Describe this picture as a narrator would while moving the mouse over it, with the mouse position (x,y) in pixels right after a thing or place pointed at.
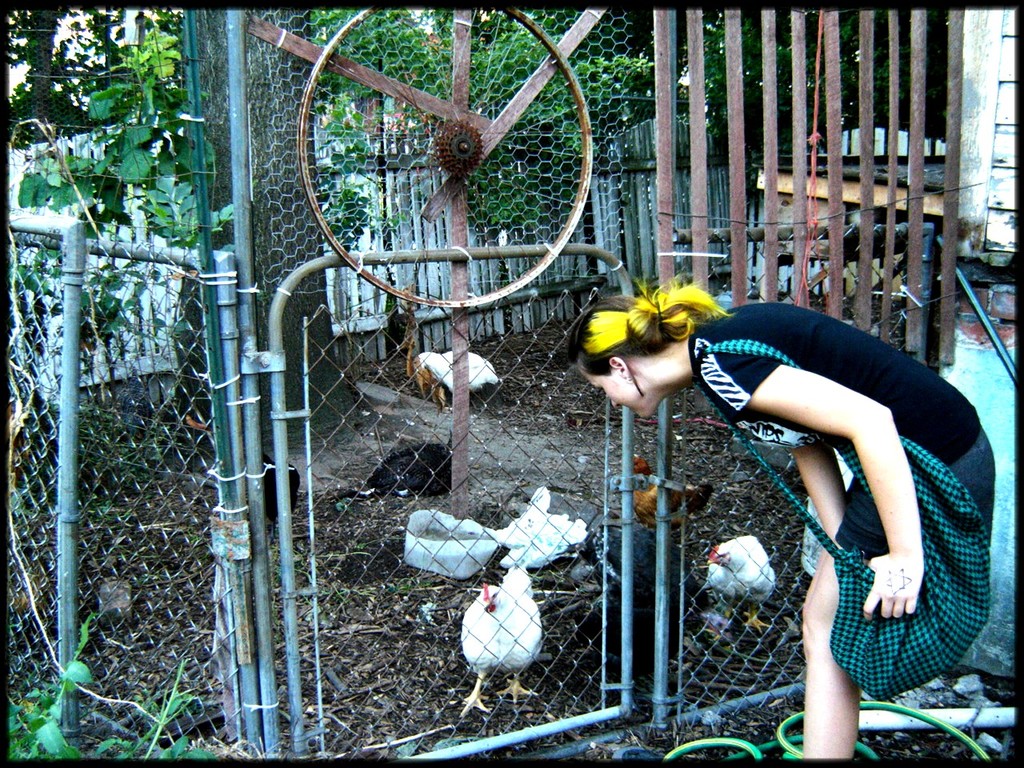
In this image we can see a grille (243,652). Behind the grille (668,497) hens (708,575) are present and tree (293,131) is there and one wooden fence (632,164) is available. Right side of the image (855,425) one lady (900,527) is standing by holding green color bag (896,638), she is wearing black t-shirt (916,396) with shorts (957,466).
